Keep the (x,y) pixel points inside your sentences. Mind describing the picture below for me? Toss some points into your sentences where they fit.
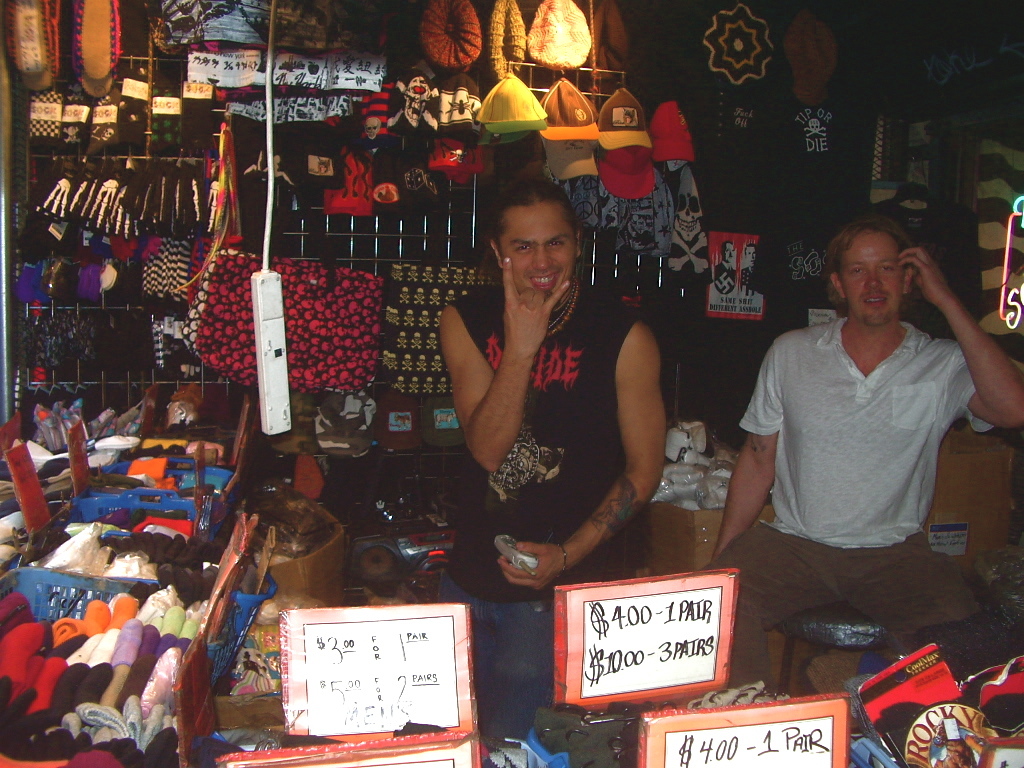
In this image there are two persons (591,343), one is standing and one is sitting. Left side (56,629) there are few baskets (88,580) having few clothes (144,469) and price boards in it. Background (167,193) there is a metal grill (332,193) having few clothes (384,187) and caps (517,93) hanged to it. Bottom of the image (875,709) there are few baskets (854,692) having price boards (609,700) in it. There is a plug board (282,355) hanged.
